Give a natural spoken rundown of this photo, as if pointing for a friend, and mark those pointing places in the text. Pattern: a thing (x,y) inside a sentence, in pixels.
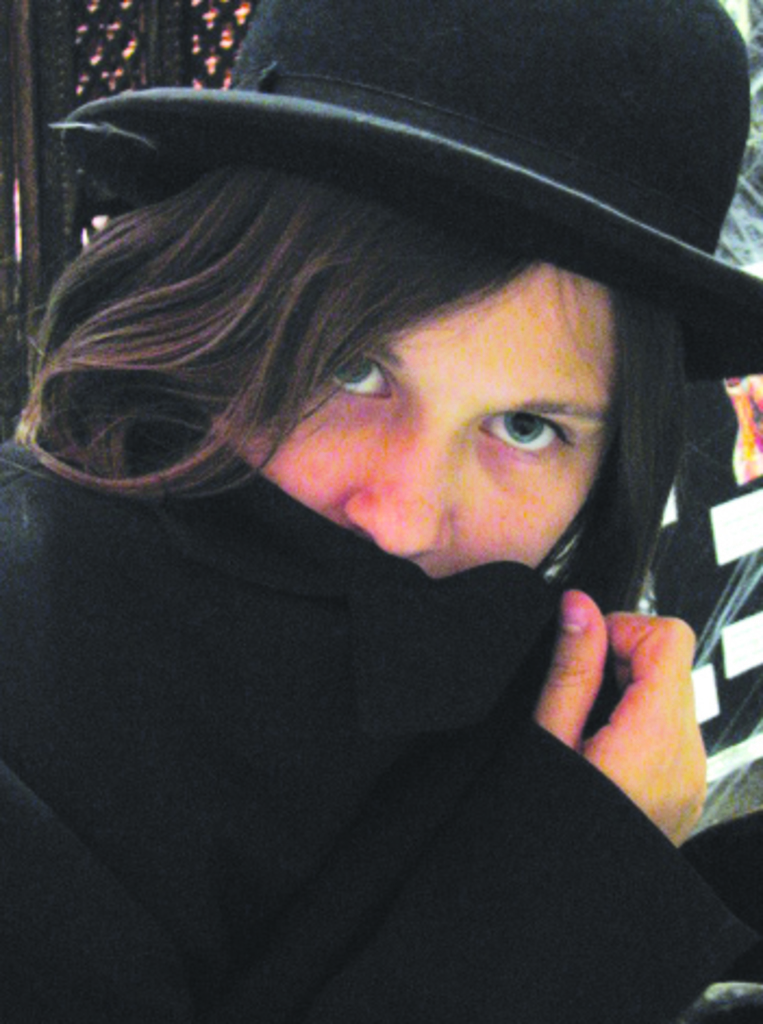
In the image we can see a person (206,979). Behind the person (349,343) we can see a banner (725,433).
